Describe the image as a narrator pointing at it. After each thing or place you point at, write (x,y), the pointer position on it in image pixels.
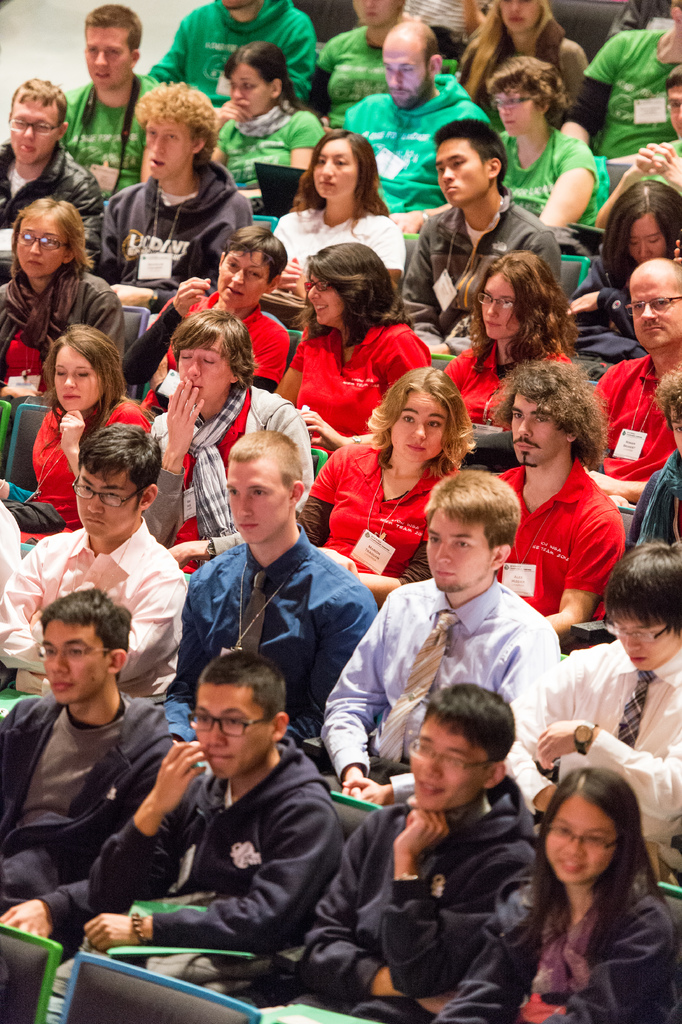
This image is taken indoors. In this image many people (240,107) are sitting on the chairs (181,995) and a few (299,133) are holding laptops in their hands (300,285) and a few (236,921) are holding files (200,950) in their hands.
